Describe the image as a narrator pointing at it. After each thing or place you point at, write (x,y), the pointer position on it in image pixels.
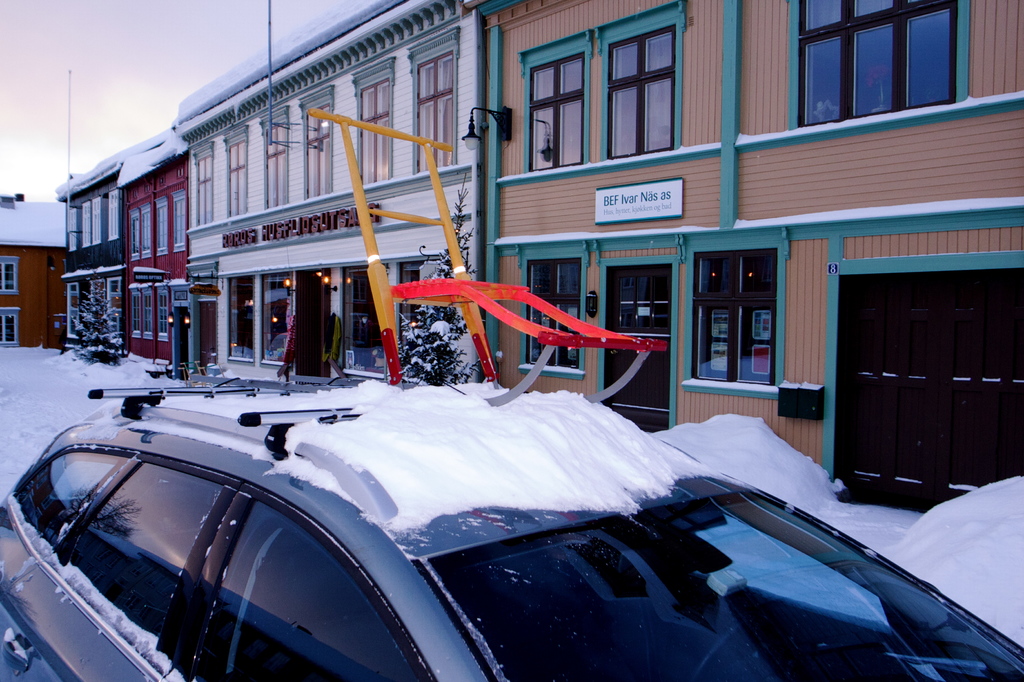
In this image in front there is a car (44,459). On top of it there is a chair (560,343). At the bottom of the image (829,482) there is snow (829,482) on the surface (735,458). In the background of the image (365,145) there are buildings (256,291), plants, poles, lights (472,129). At the top of the image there is sky (246,25).
